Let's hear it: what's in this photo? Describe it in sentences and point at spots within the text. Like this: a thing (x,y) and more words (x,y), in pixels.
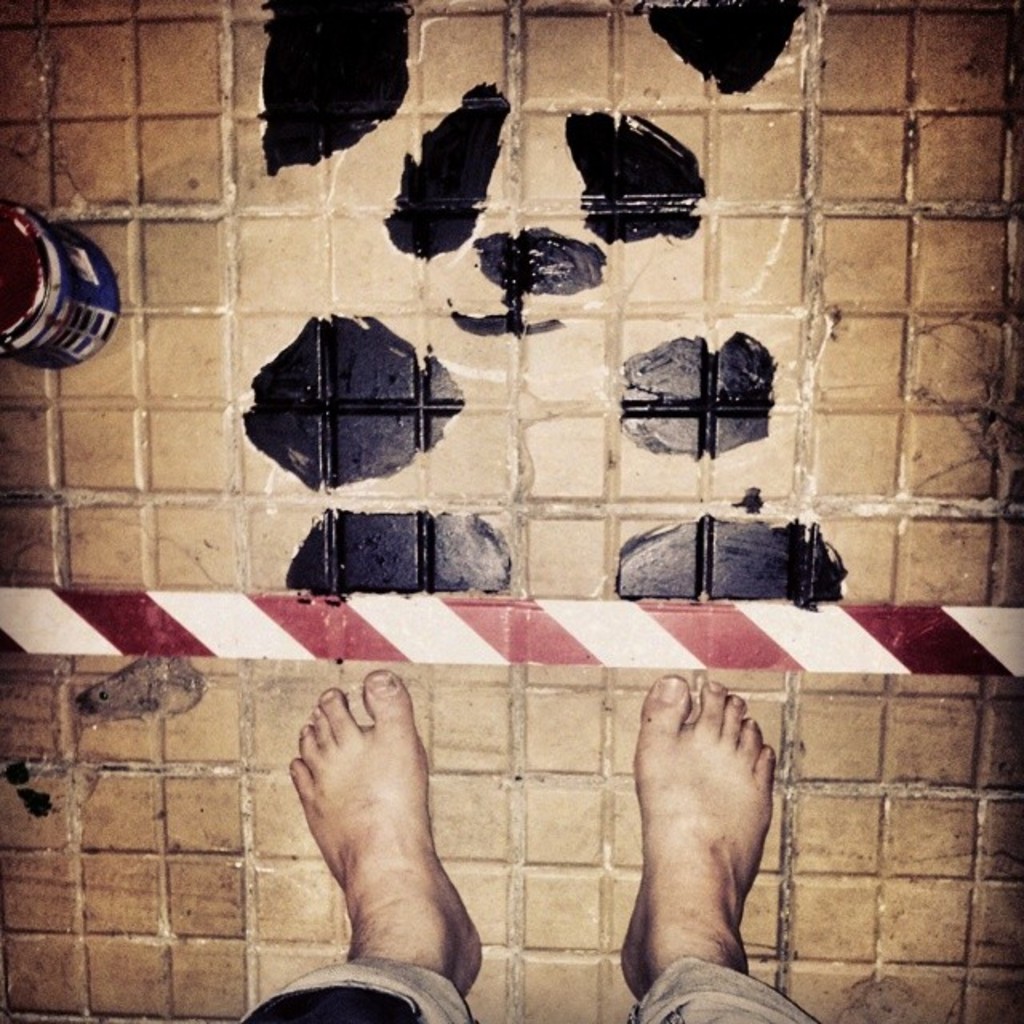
In this image I can see a person legs (376,840) and I can see floor (218,395) in brown and black color.
